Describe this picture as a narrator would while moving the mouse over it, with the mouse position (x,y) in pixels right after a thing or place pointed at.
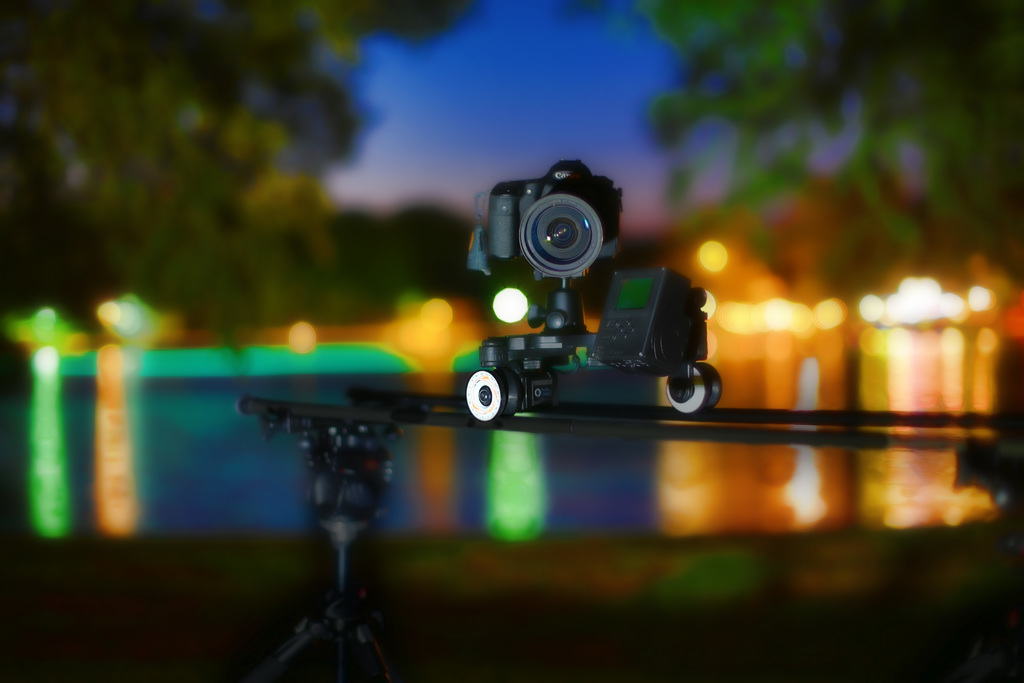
In this picture in the front (539,357) there is a camera (560,248) on the stand (516,395) and the background (812,129) is blurry.
